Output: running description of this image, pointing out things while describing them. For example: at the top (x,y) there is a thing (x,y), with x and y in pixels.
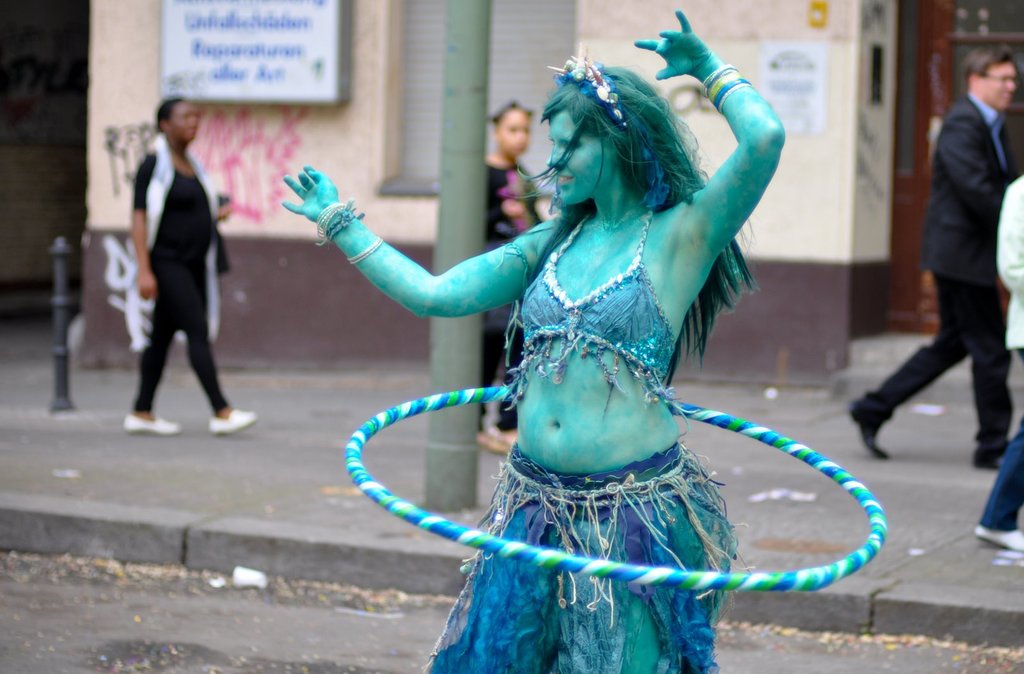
In this picture we can see a woman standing on the ground (386,552) and in the background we can see persons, wall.
